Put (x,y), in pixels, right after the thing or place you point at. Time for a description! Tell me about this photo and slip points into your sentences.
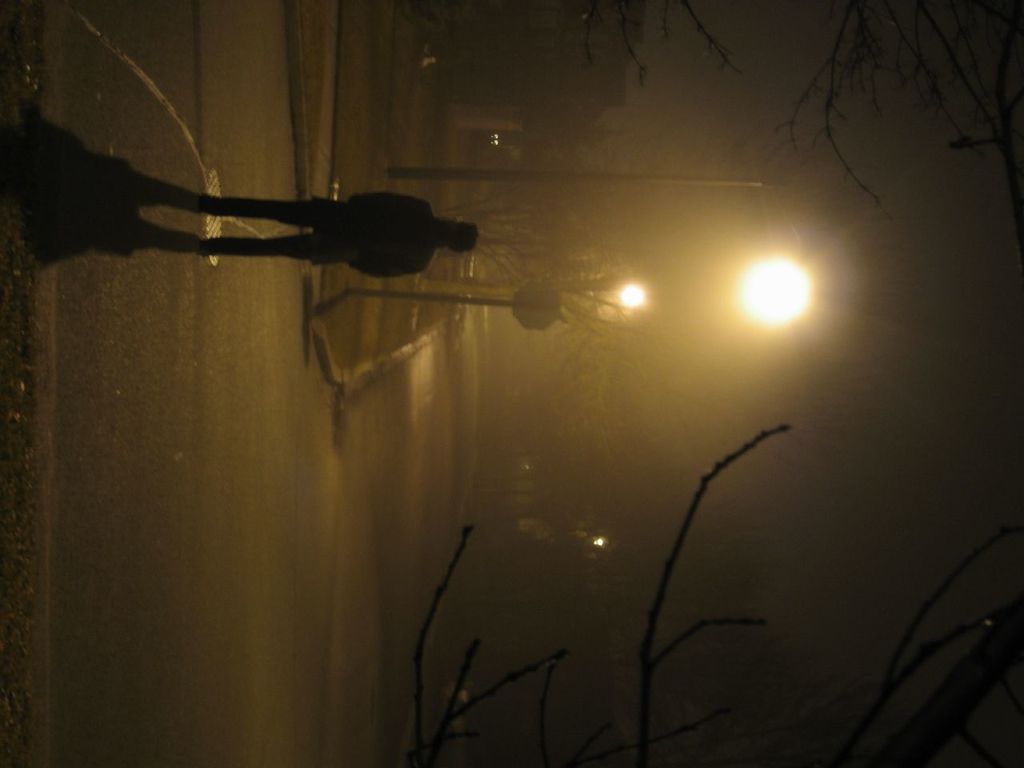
In this picture we can see a person (418,202) is standing on the road (251,302), in the background (529,319) we can find few poles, sign board (532,307), lights (636,302) and trees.
